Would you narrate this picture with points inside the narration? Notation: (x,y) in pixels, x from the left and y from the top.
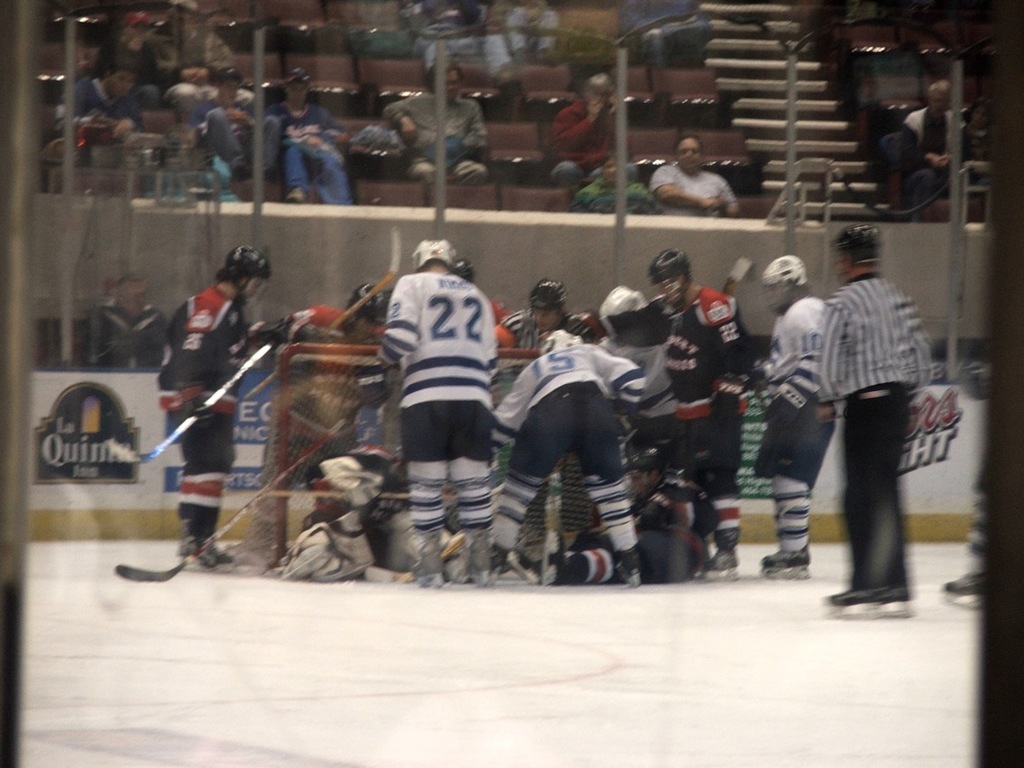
In this picture we can see some hockey players (353,455) in the front (633,492). Behind there are some audience (124,99) sitting and watching the game.
